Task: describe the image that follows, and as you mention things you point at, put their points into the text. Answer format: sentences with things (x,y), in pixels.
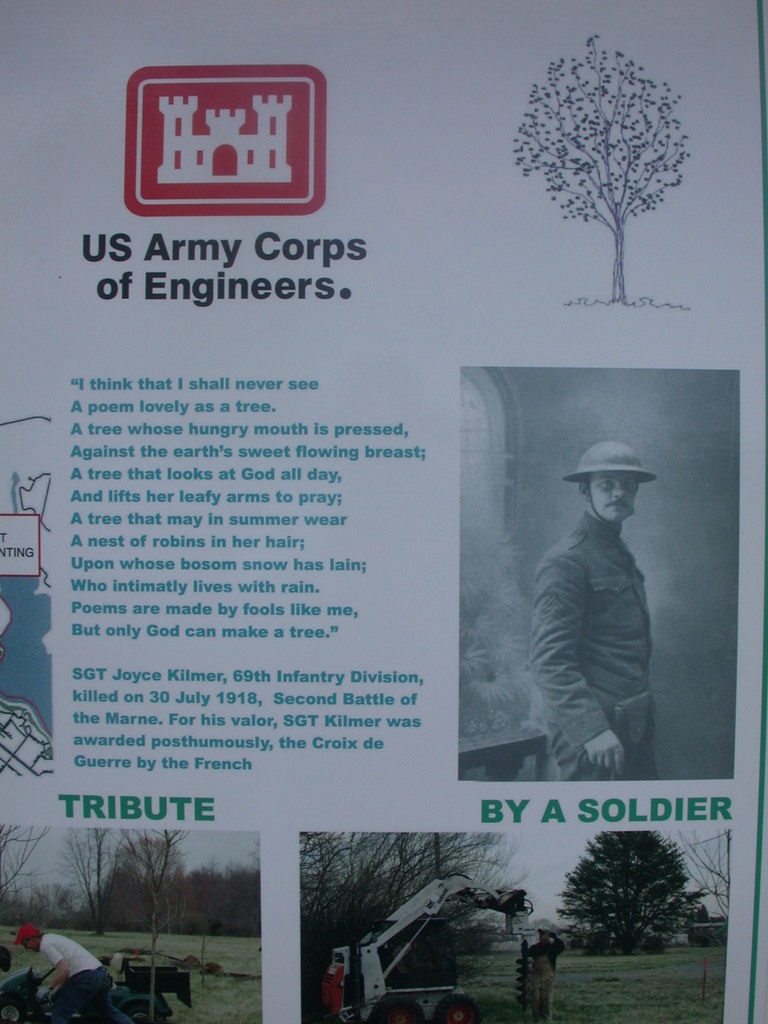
This is a poster, in this image there is text (247,471) and there are some people (104,992), trees (603,949), vehicle (429,995), grass (604,978) and some objects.
